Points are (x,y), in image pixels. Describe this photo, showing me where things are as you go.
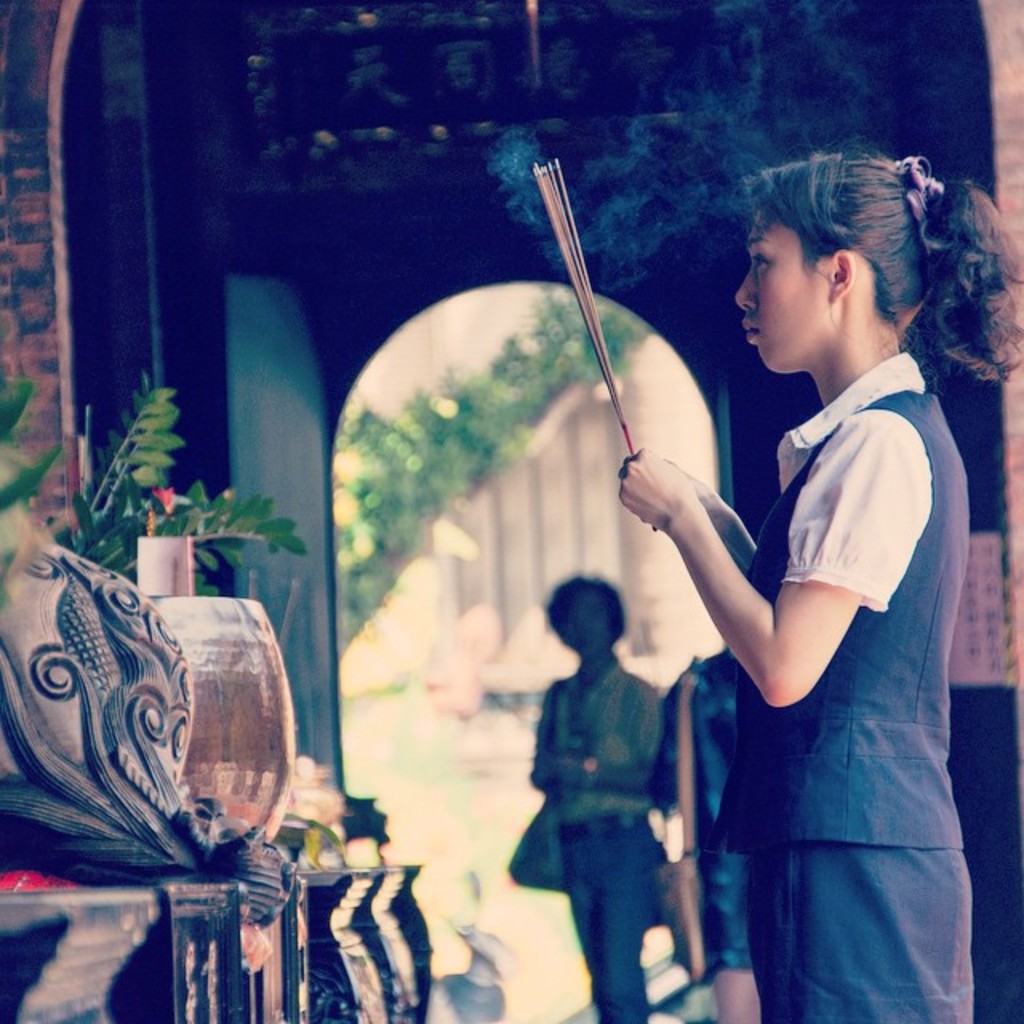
On the right side of this image (886,645) there is a woman (870,328) standing facing towards the left side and she is holding incense sticks (610,386). On the left side (186,978) there is a table (99,952) on which few objects (196,698) are placed and also I can see the leaves (116,496) of a plant (124,495). In the background (426,86), I can see the part of a building (210,196) and also there are two persons (607,794) standing.
